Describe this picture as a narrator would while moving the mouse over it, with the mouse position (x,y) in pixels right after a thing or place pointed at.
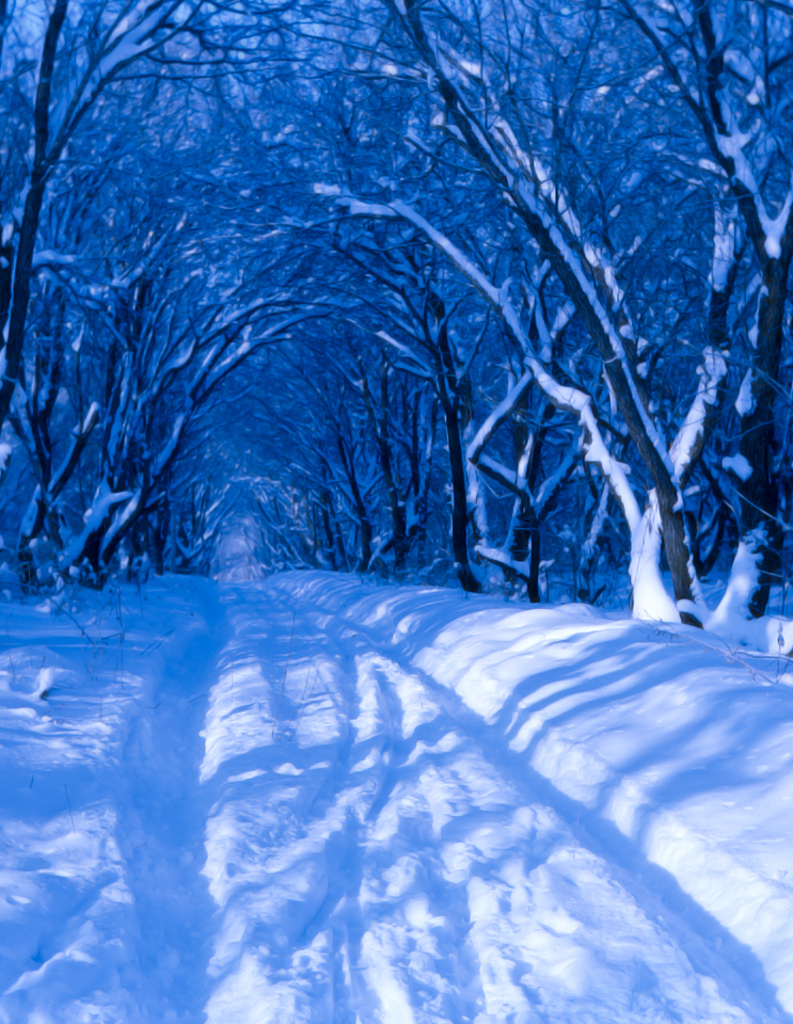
In this image we can see trees (208,336) covered with snow (169,320) and snow (402,846).
